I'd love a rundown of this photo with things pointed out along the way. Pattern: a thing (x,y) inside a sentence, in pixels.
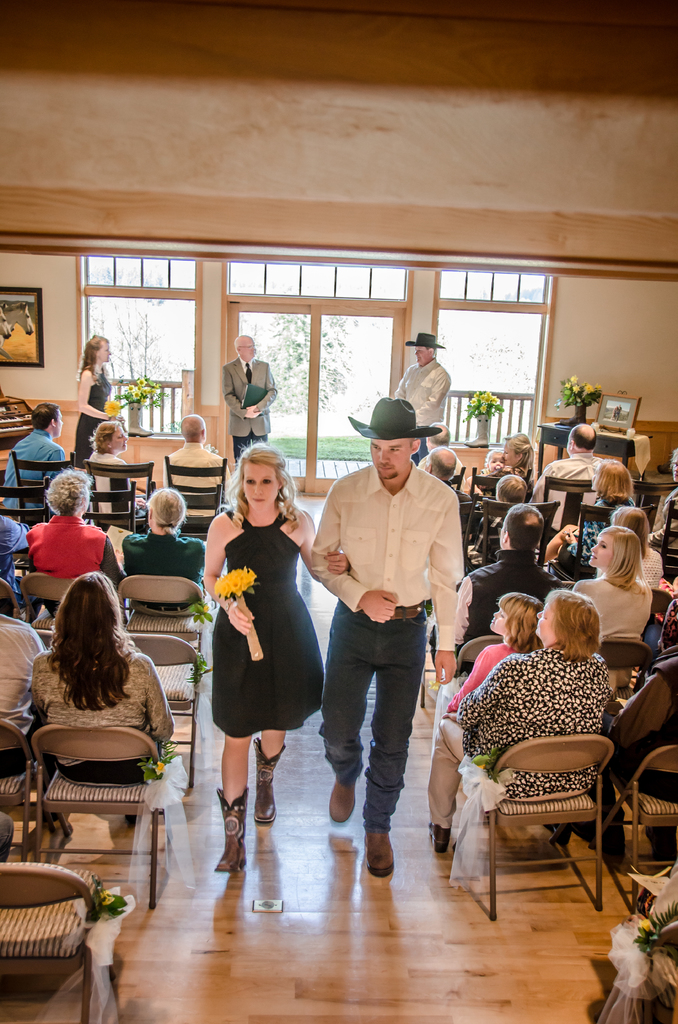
These two persons (303,698) are walking, as there is a leg movement. This woman (269,798) is holding a bouquet (230,596). These persons (540,702) are sitting on a chair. Far these persons (405,382) are standing. A picture (34,309) on wall (66,264). On this table (559,424) there is a bouquet (583,391) and picture (618,408).
